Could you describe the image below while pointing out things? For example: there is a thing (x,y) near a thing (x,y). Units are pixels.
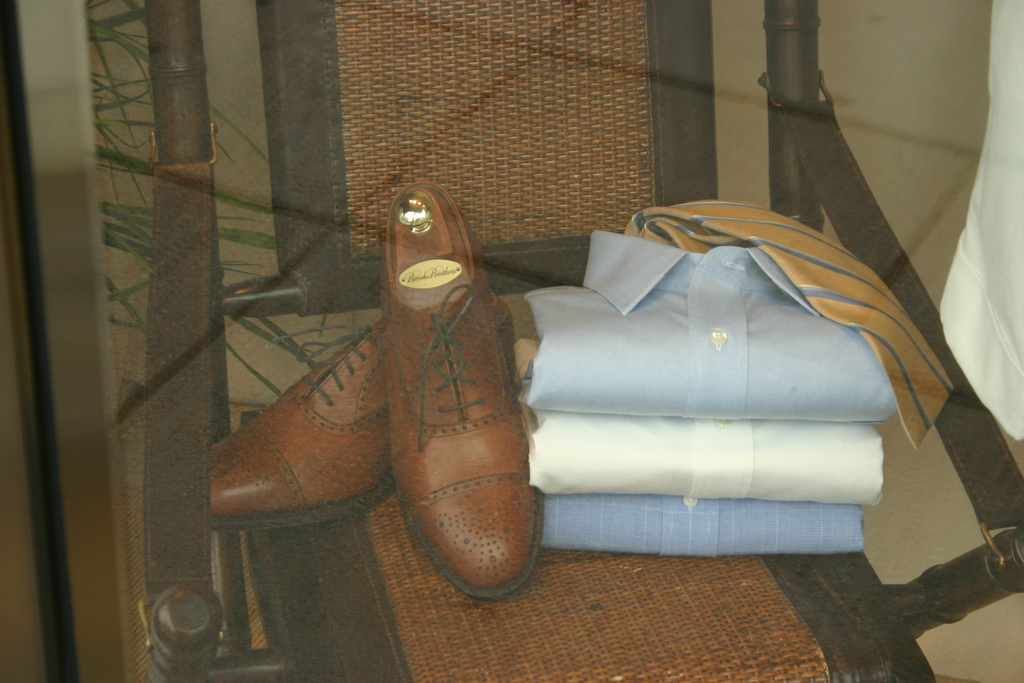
In the picture we can see a chair (197,664) with a pair of brown color shoes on it and beside it, we can see three shirts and some cloth (693,238) on it and behind the chair (163,408) we can see a part of the plant (106,235).
